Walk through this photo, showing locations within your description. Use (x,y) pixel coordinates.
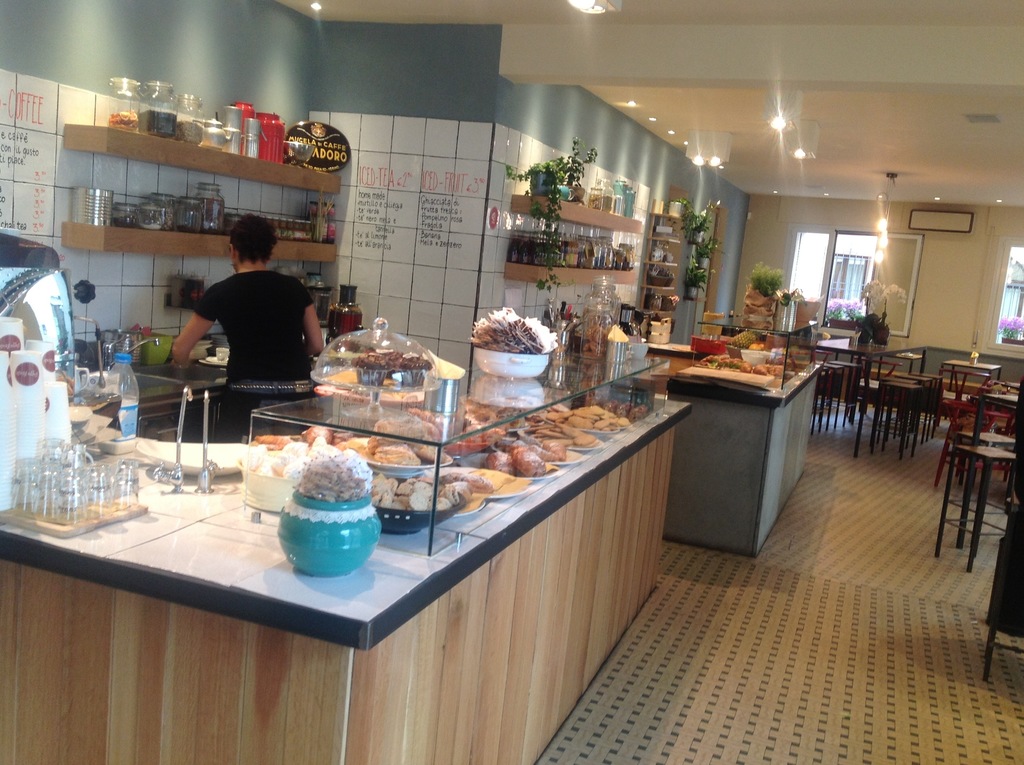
In this picture we can see person (215,313) standing and doing some work and here on table (135,452) we can see glasses (79,459), cups (11,372), flower vase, bowl (509,363) and some food item (480,414) and in front of her we have racks (131,237) with jars (166,123) on it and in the background (869,362) we can see same scenario with table (869,362) and chair system (914,383), windows (869,271), light (886,203), wall (962,256).
